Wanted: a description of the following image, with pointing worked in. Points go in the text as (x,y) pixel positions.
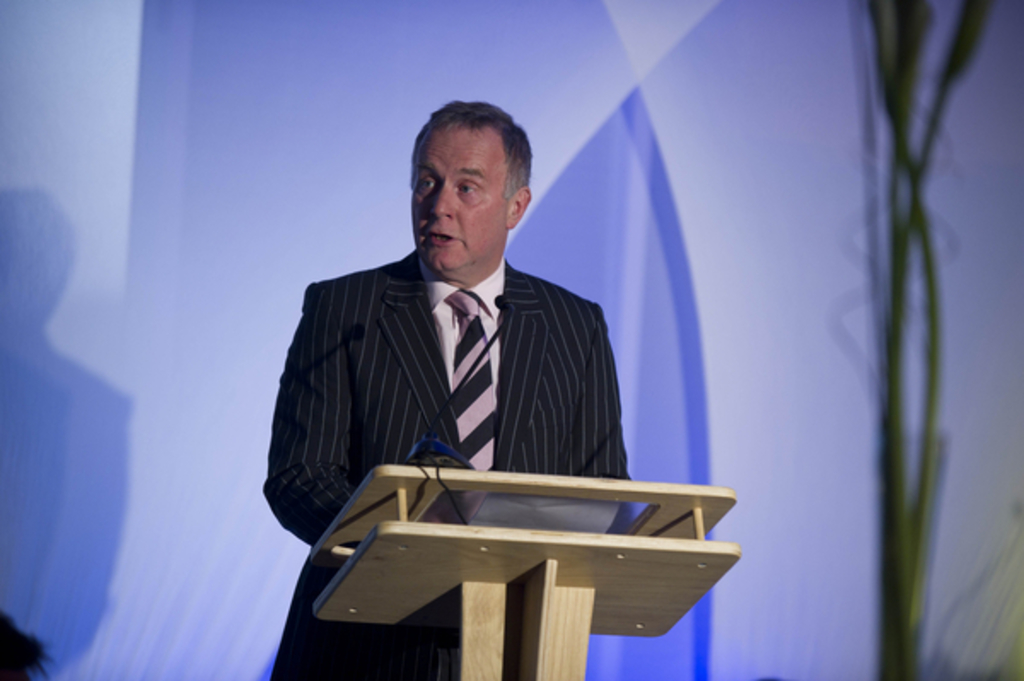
This is the man (378,397) standing. He wore a suit (412,350), shirt (444,311) and tie (463,338). I think this is the wooden podium (585,566) with the mike (459,462). The background (722,113) looks light bluish in color.
